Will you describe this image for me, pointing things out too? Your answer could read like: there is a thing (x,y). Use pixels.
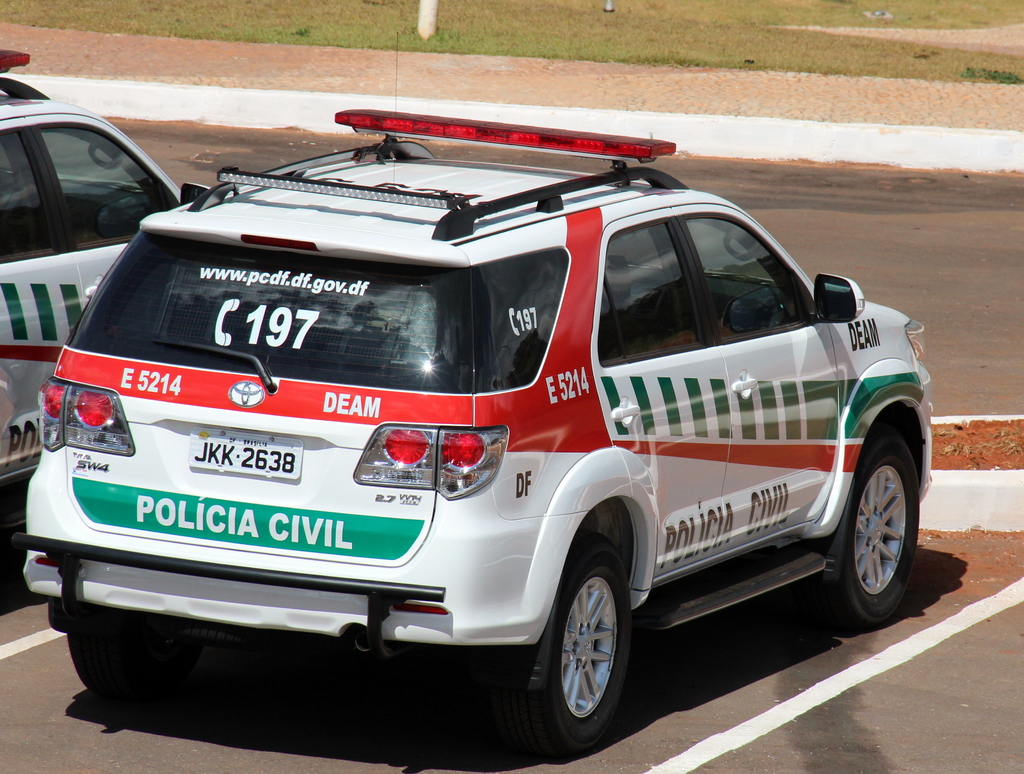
In this picture there is a police vehicle (617,336) which is in white color and there is something written on it and there is another vehicle (82,267) beside it.
